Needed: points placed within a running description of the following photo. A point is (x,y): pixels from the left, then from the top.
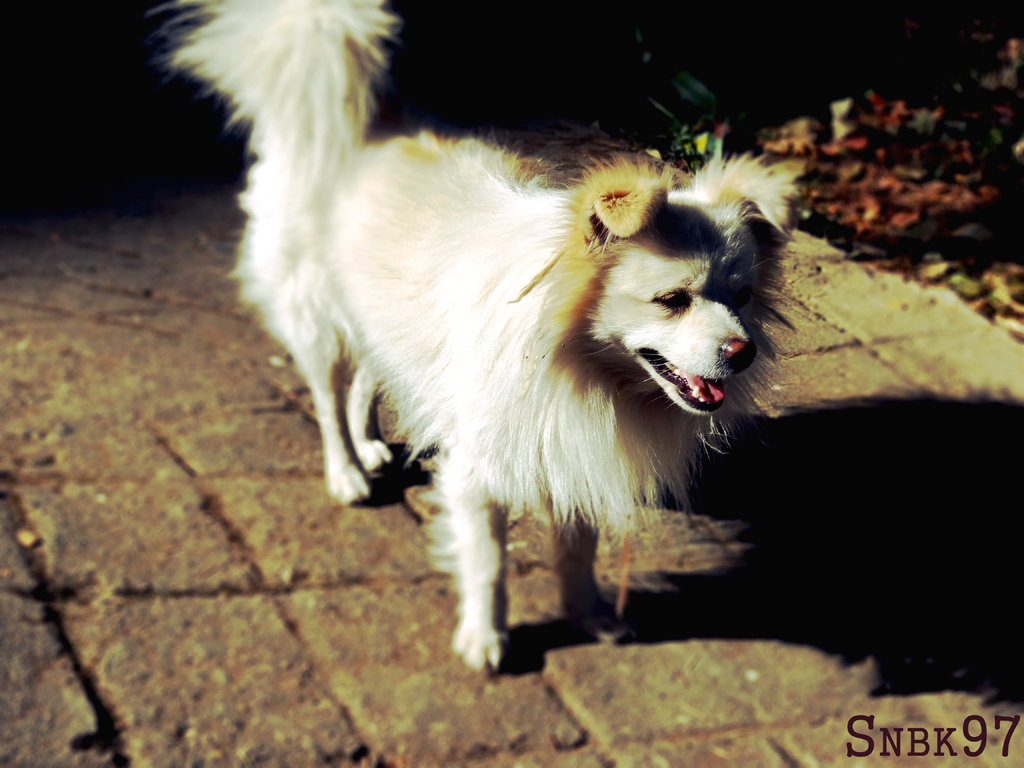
In this image we can see a dog (491,444) standing on the floor (258,594). Beside it there are shredded leaves (964,184) on the ground (963,178).
